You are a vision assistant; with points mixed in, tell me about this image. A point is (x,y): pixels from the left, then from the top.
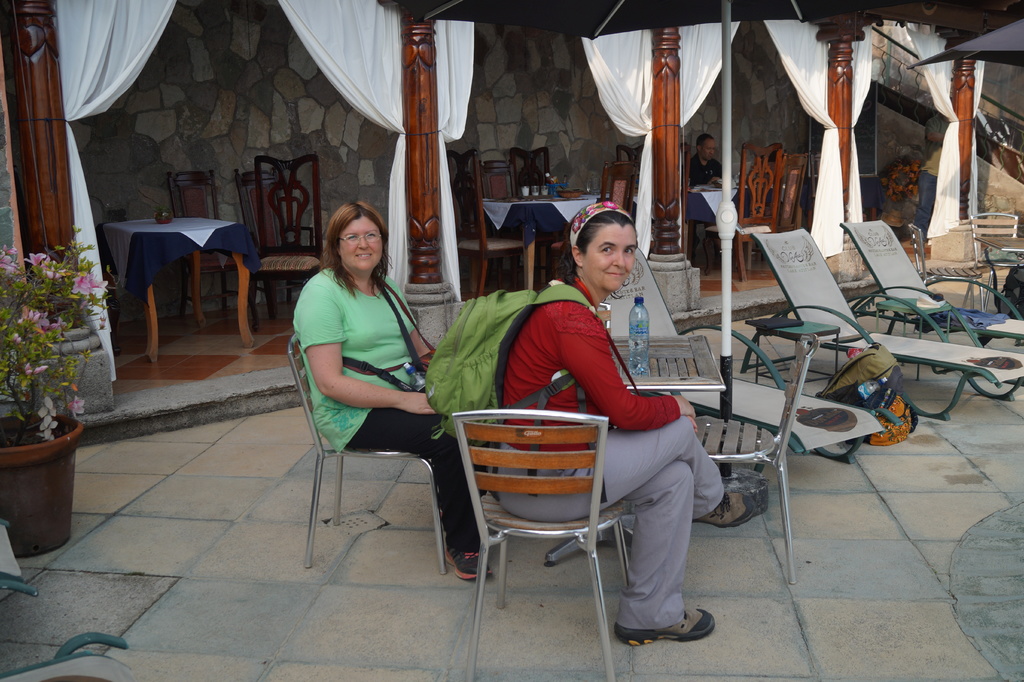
In this picture we have two Women's (515,348) are sitting on the chair (506,485) and they are carrying a bags (465,342) in front of them there is a table (680,362) on the table (652,365) we have a bottle (646,334) and so many chairs (653,311) and tables (688,347) are been arranged at the left side (41,432) there is a potted plant (58,481) and background we can see a person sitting on the chair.
